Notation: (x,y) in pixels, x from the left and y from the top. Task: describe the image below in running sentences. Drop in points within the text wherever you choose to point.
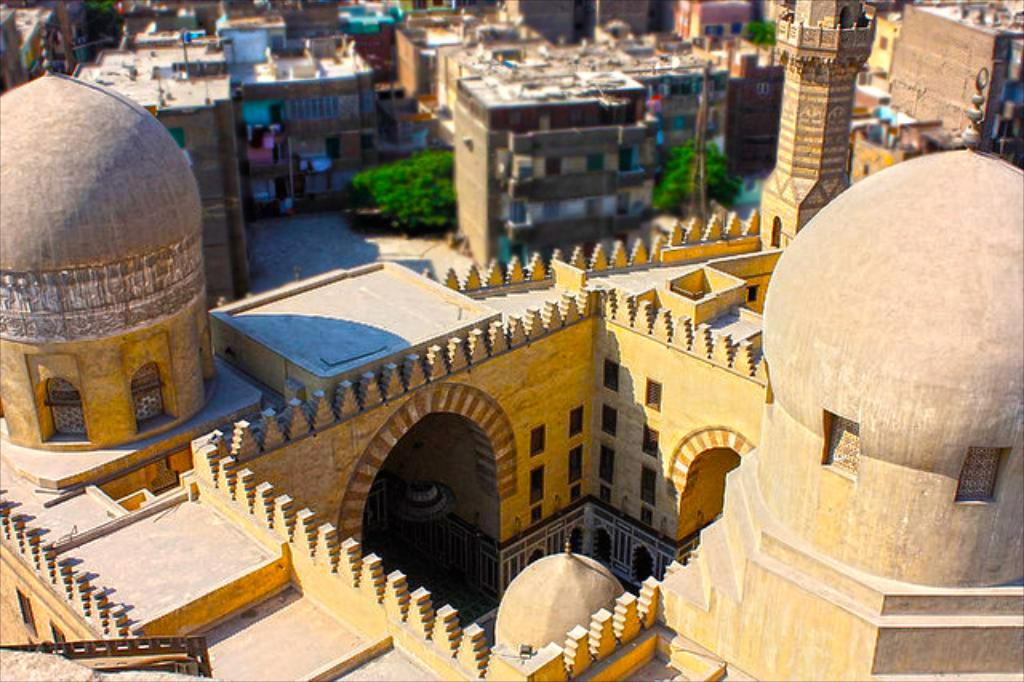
In this image I can see many buildings (443,322) and trees (441,191) on the ground (288,236).
